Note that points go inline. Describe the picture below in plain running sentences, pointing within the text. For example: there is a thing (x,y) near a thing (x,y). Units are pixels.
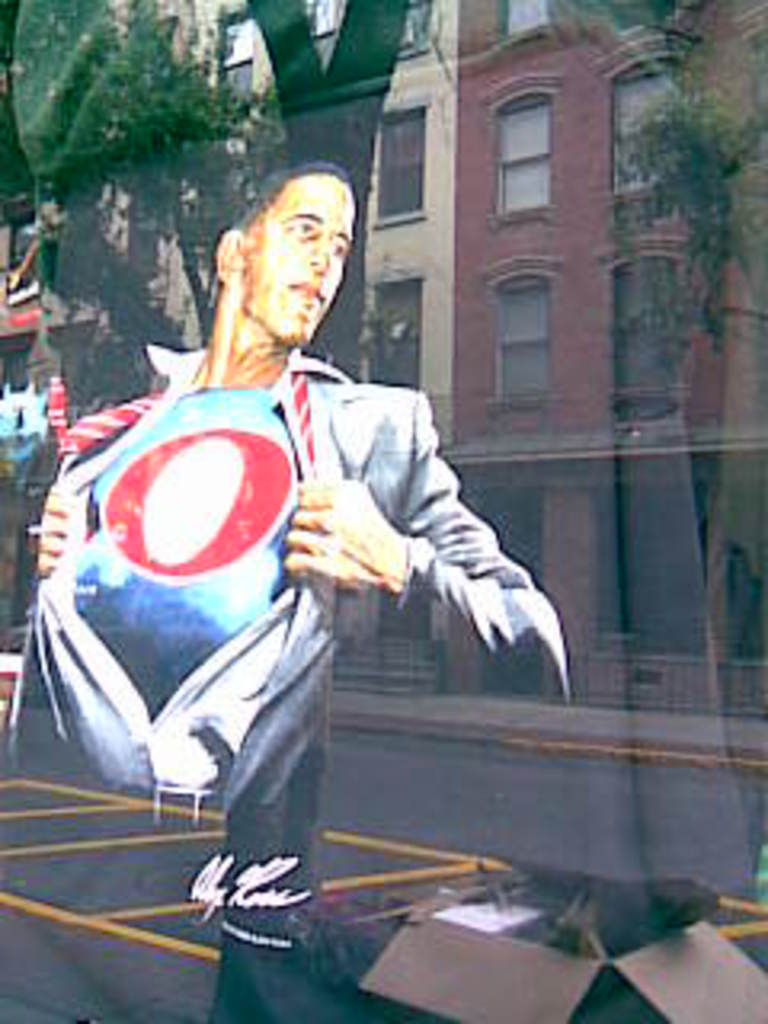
This image is clicked from behind the glass (338,766). In the foreground (318,705) there is a picture (189,526) of a man (212,532) on the glass (72,857). Outside the glass (584,571) there are buildings (635,383) and trees (215,88). There are boxes (420,951) on the road (570,820).
